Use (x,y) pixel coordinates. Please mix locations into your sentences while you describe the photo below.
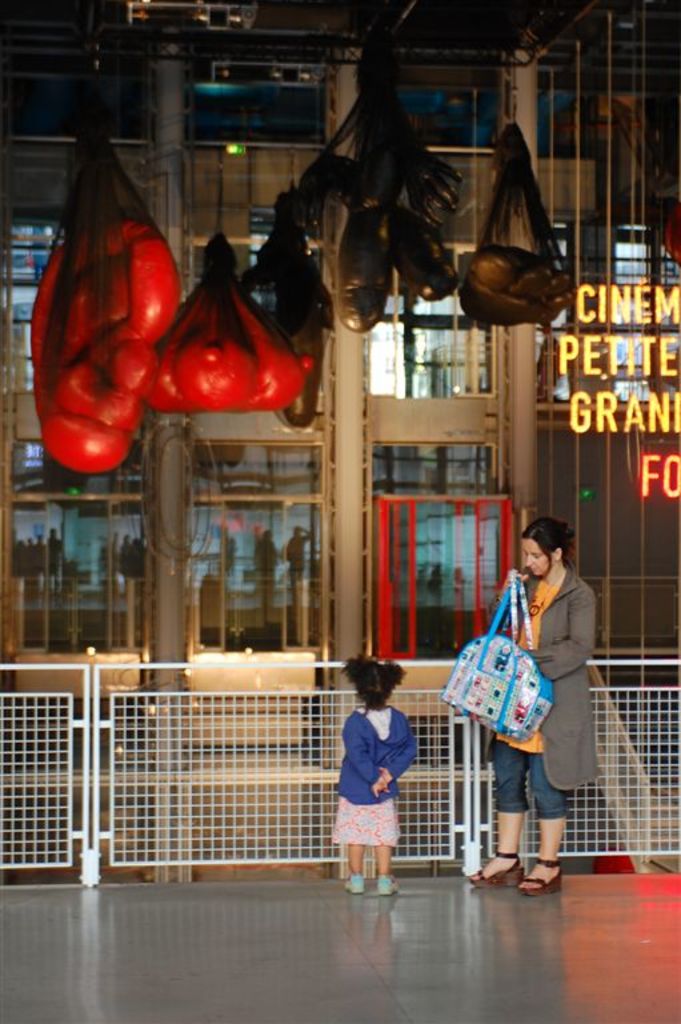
In the center of the image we can see a girl (362,755) is standing and wearing hoodie (364,742). On the right side of the image (555,730) we can see a lady (565,688) is standing and wearing coat (552,657) and holding a bag (486,639). In the background of the image (345,448) we can see the bags (51,272), pillars (360,494), wall (668,502), text (561,363) and some persons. In the center of the image (270,667) we can see the railing (247,765). At the bottom of the image (229,937) we can see the floor (316,950). At the top of the image (336,44) we can see the roof (505,41) and rods (505,56).
